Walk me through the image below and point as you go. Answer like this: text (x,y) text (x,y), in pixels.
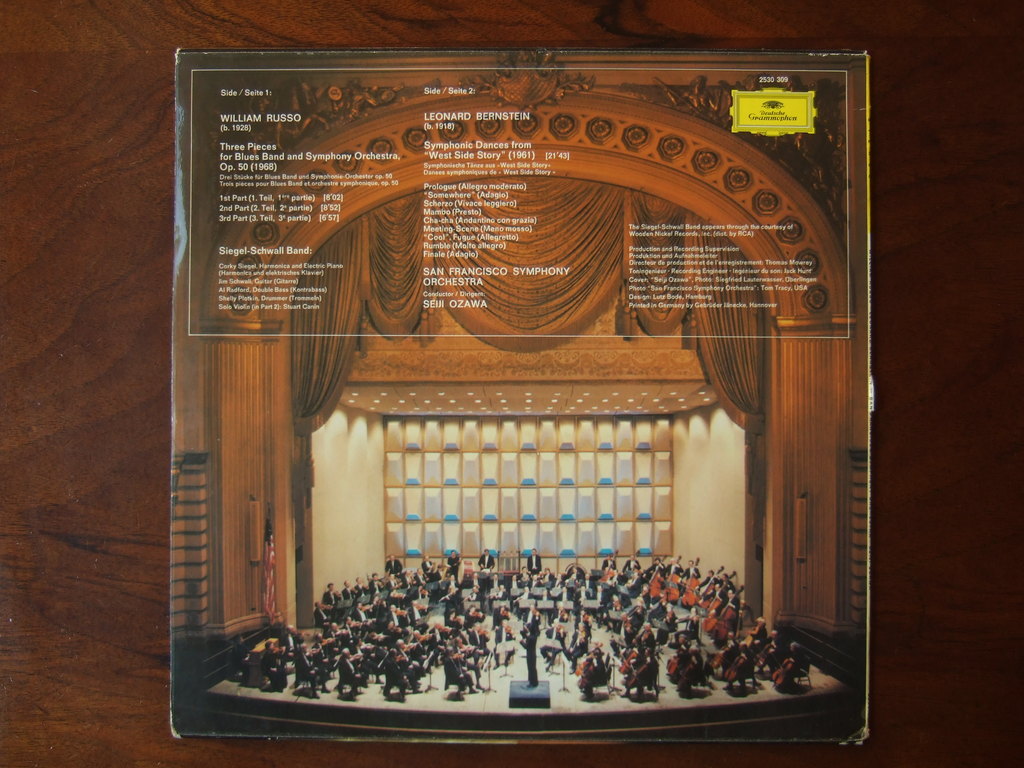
In this image, we can see a board (577,444) on the brown background. This board (197,253) contains persons (350,616) and some text (319,305).
